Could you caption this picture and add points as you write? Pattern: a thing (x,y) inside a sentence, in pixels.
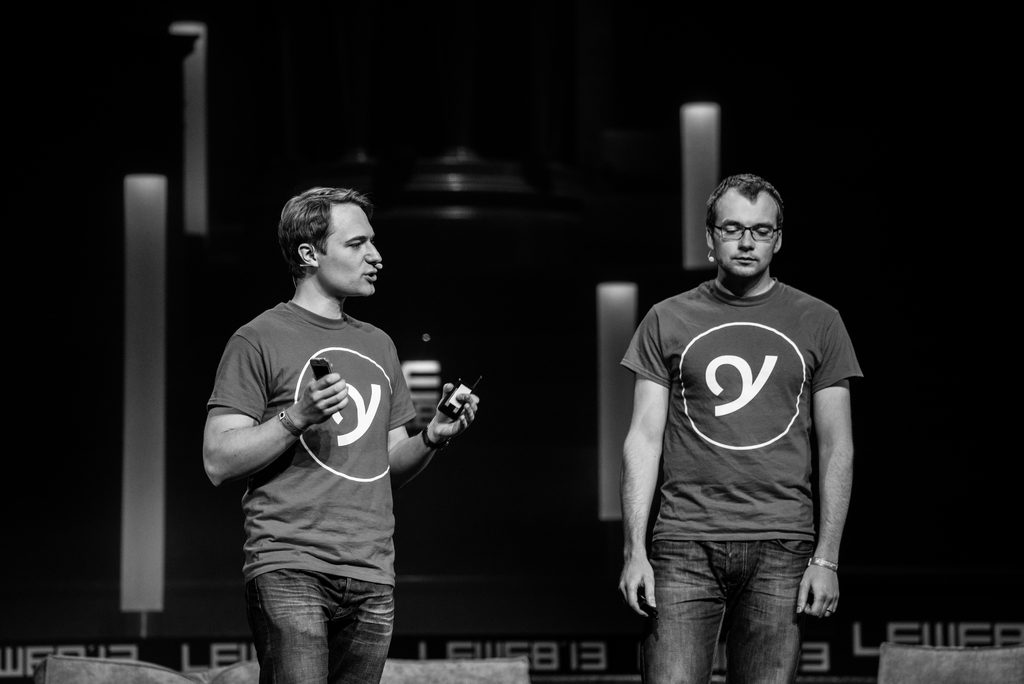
In the foreground of this image (360,474), there are two men (791,564) standing and one of them is holding few objects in his hands (472,414). In the background (154,666), there are cushions (951,662) and the remaining objects (188,110) are not clear.
